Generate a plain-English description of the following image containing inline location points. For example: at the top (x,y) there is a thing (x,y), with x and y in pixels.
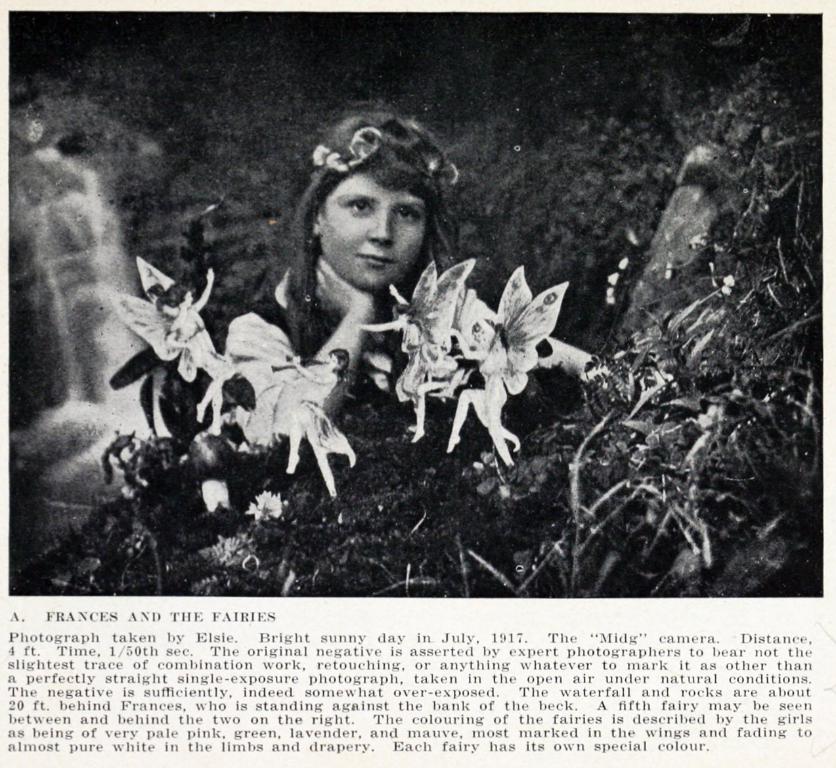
At the top of the image (303,74) there is a picture (332,343) with a girl (336,295) and in front of her there are fairies (499,316) on the ground (709,521). At the left corner of the image (86,262) there is water fall (74,393). At the bottom of the image (136,644) there is a paragraph (49,698).
